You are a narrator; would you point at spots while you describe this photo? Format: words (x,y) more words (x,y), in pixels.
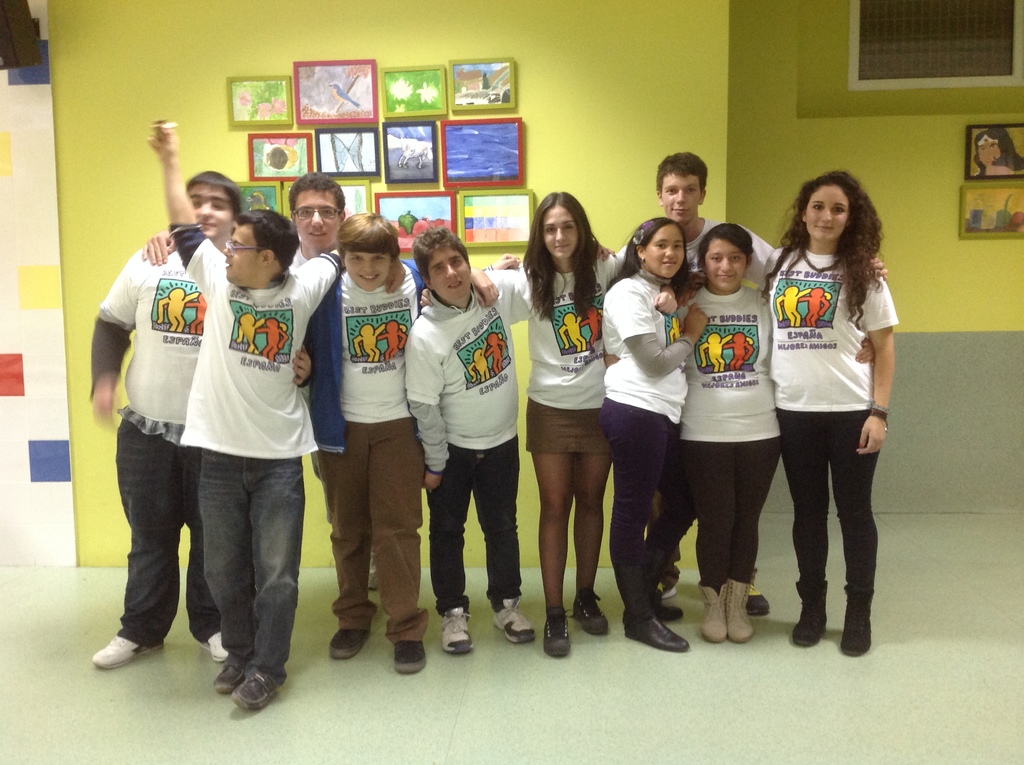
In this picture there are group of persons (493,382) standing and smiling. In the background (544,170) on the wall (353,125) there are frames (331,143) and the wall (644,135) is yellow in colour.
